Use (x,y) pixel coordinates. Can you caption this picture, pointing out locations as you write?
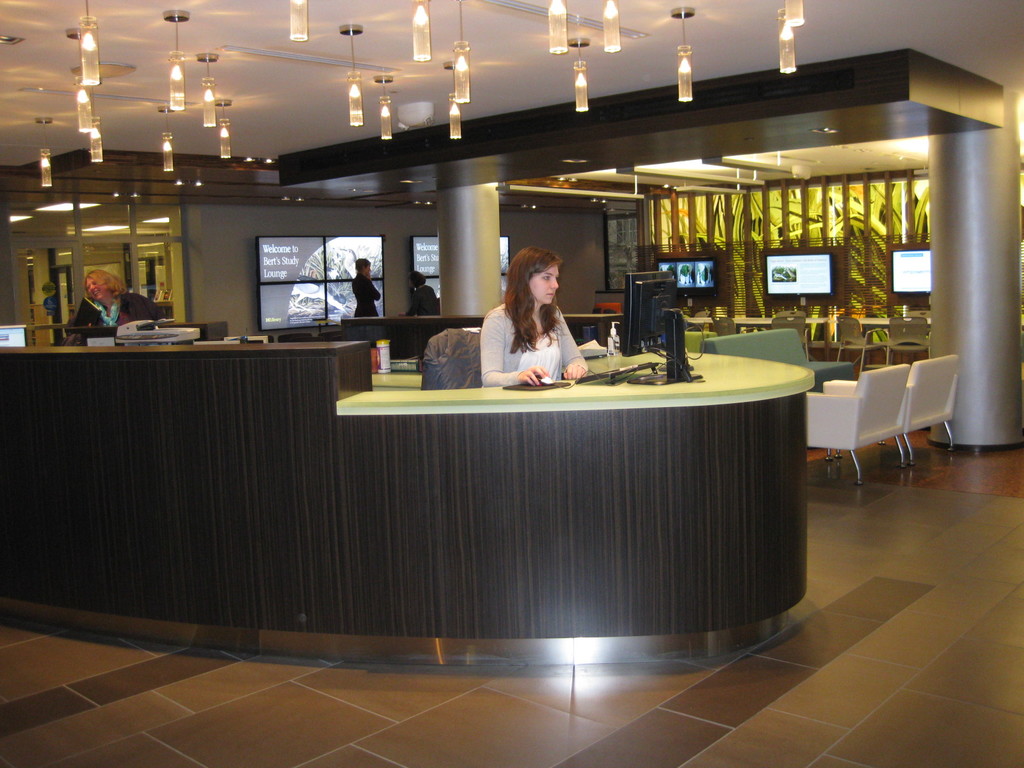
In this image I can see the brown colored floor (873,714), green and black colored desk (560,461), a person (532,361) in front of the desk (715,364) and on the desk (635,395) I can see a monitor (672,350), a keyboard (588,379), a mouse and few other objects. In the background (822,411) I can see few couches (820,398), few persons (366,285), a pillar (979,283), the wall (225,276), few screens (328,241) attached to the wall (749,264), the ceiling (862,88) and few lights (353,26) to the ceiling (311,75).
